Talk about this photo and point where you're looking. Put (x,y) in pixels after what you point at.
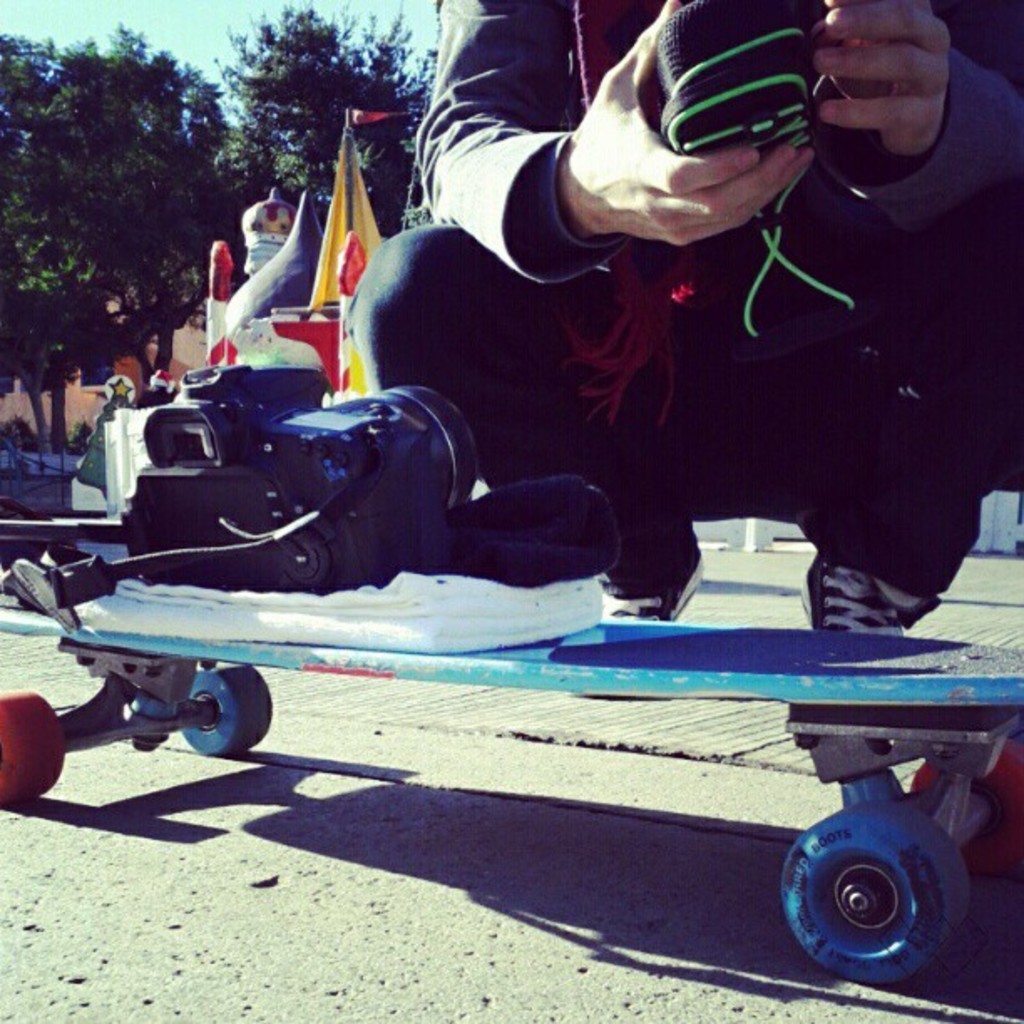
In this image there is a skateboard (261,649), on top of the skateboard (240,670) there is a camera (394,476) on the towel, beside the skateboard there is a person (509,376) knelt down by holding a black object (748,110) in his hand (609,115), behind the person (502,295) there are a few objects (208,331), in the background of the image (193,341) there are trees (63,408) and buildings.
